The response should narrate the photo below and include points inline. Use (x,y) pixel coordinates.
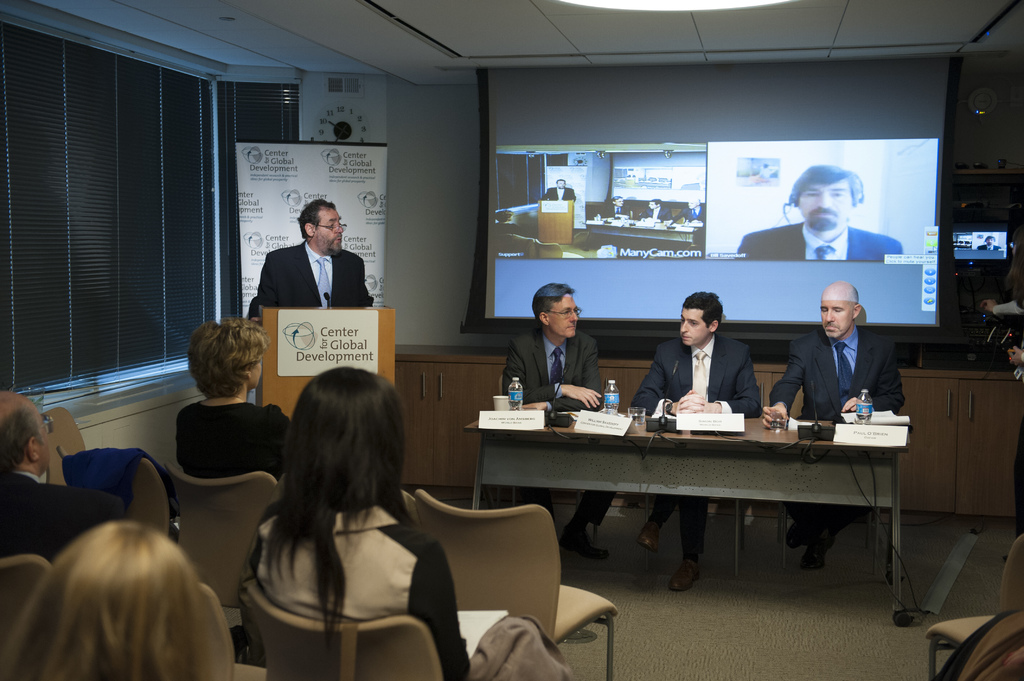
A man (324,272) is standing and speaking. There are three other (647,392) sitting beside him at table (850,446). There are some other people (38,477) sitting and listening to them.
